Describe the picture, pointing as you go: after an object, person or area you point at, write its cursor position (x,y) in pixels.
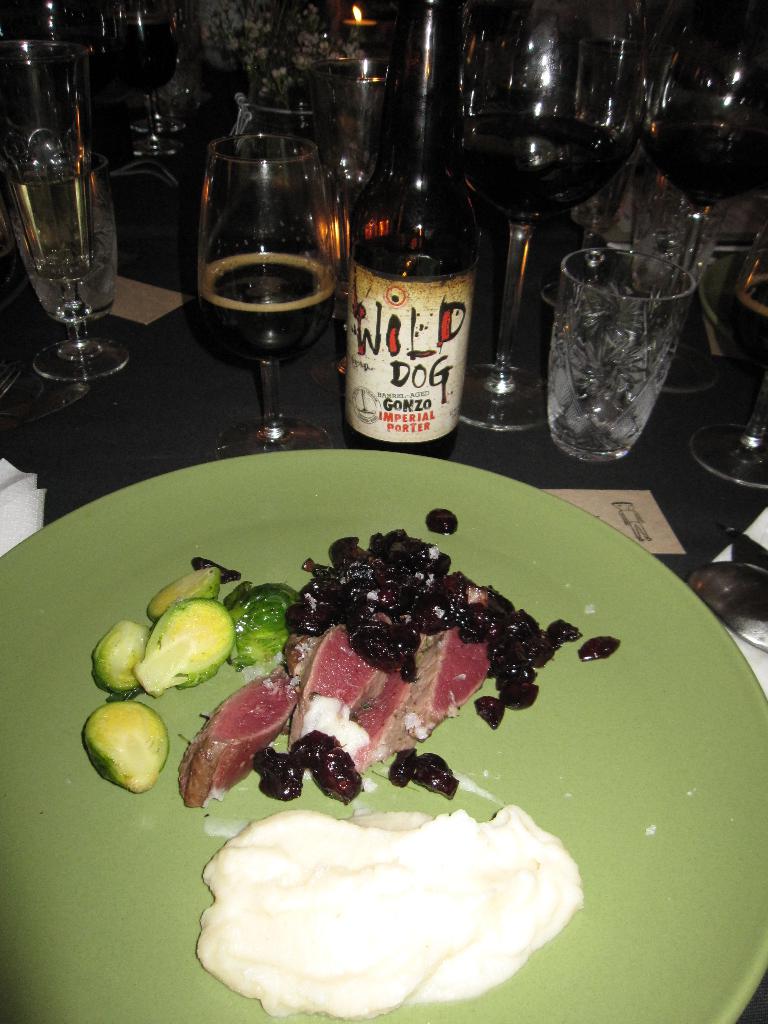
there is a table (720,393) with some glasses (287,314) and beer bottle (428,454) beside that there is a food (487,962) served in a plate (706,772).
